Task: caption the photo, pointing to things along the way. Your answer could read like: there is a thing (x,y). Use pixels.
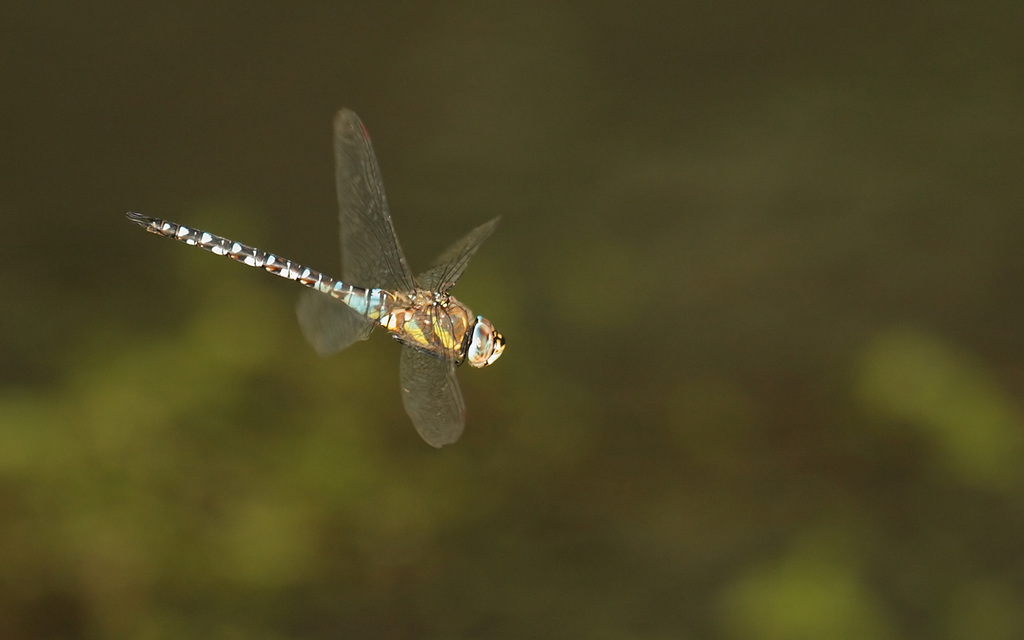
In this picture I can see a dragonfly (367,151) and I can see a blurry background (672,264).
